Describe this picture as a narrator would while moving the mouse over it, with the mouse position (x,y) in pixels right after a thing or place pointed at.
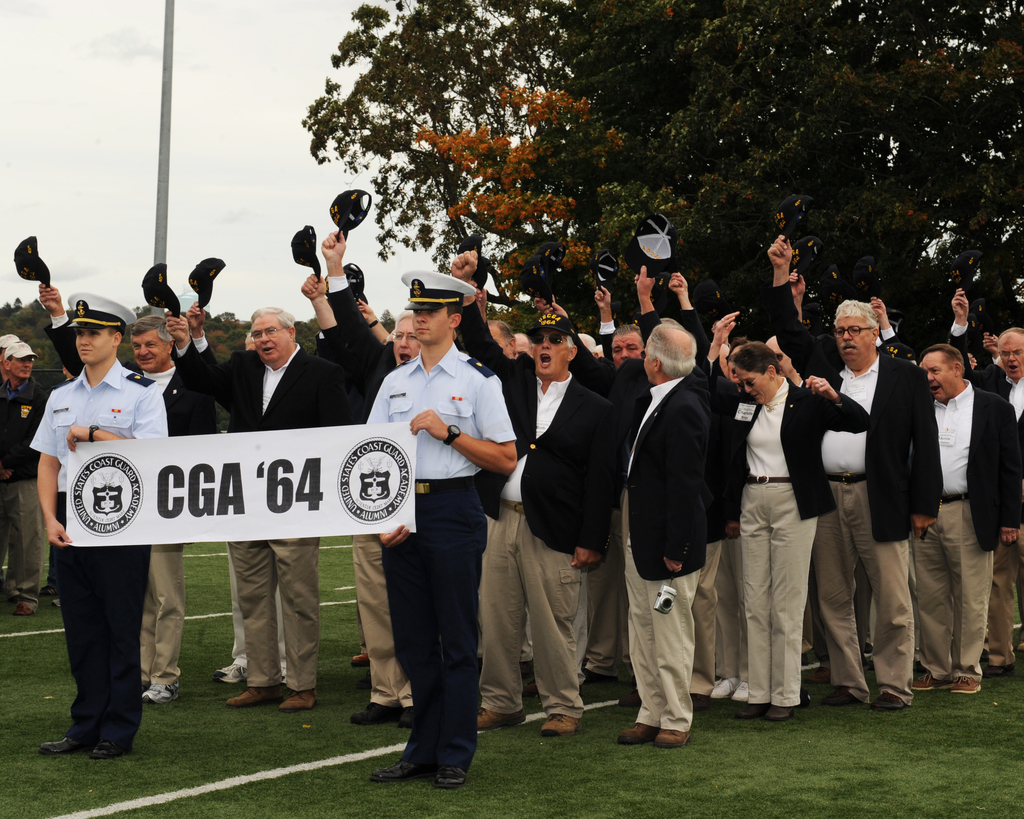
There are two men (429,499) holding a flex (231,480) in the foreground area of the image (378,412), there are people (545,343) holding caps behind them on the grassland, there are trees (428,236), a pole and the sky (301,45) in the background (217,137).
